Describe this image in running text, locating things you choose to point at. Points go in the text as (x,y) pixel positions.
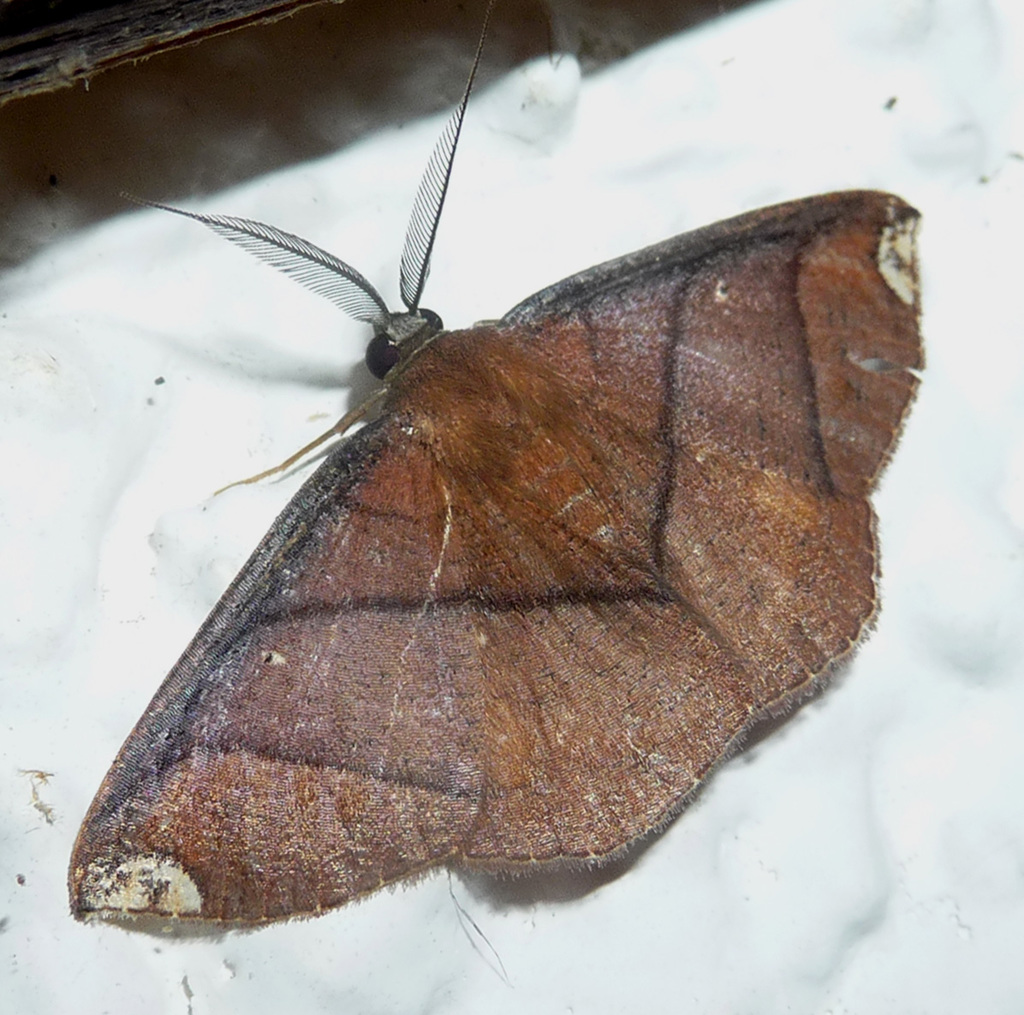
In this image I can see an insect (243,704). The background (398,186) is white in color.
